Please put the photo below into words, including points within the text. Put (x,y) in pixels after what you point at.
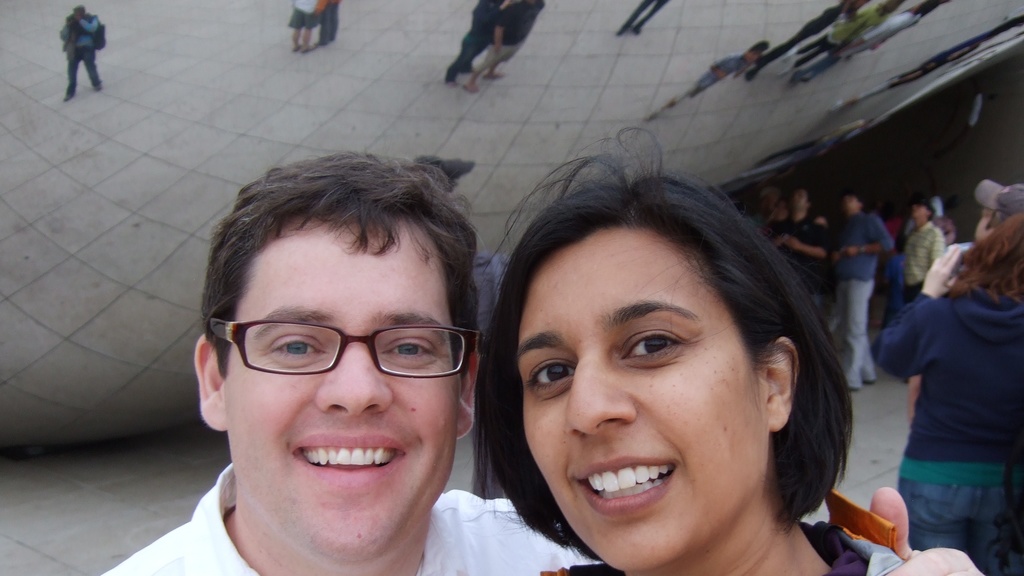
In the foreground (513,299) I can see two persons (438,410). In the background (1003,572) I can see a crowd (1003,373) on the road (893,412) and so on. This image is taken may be during a day.
